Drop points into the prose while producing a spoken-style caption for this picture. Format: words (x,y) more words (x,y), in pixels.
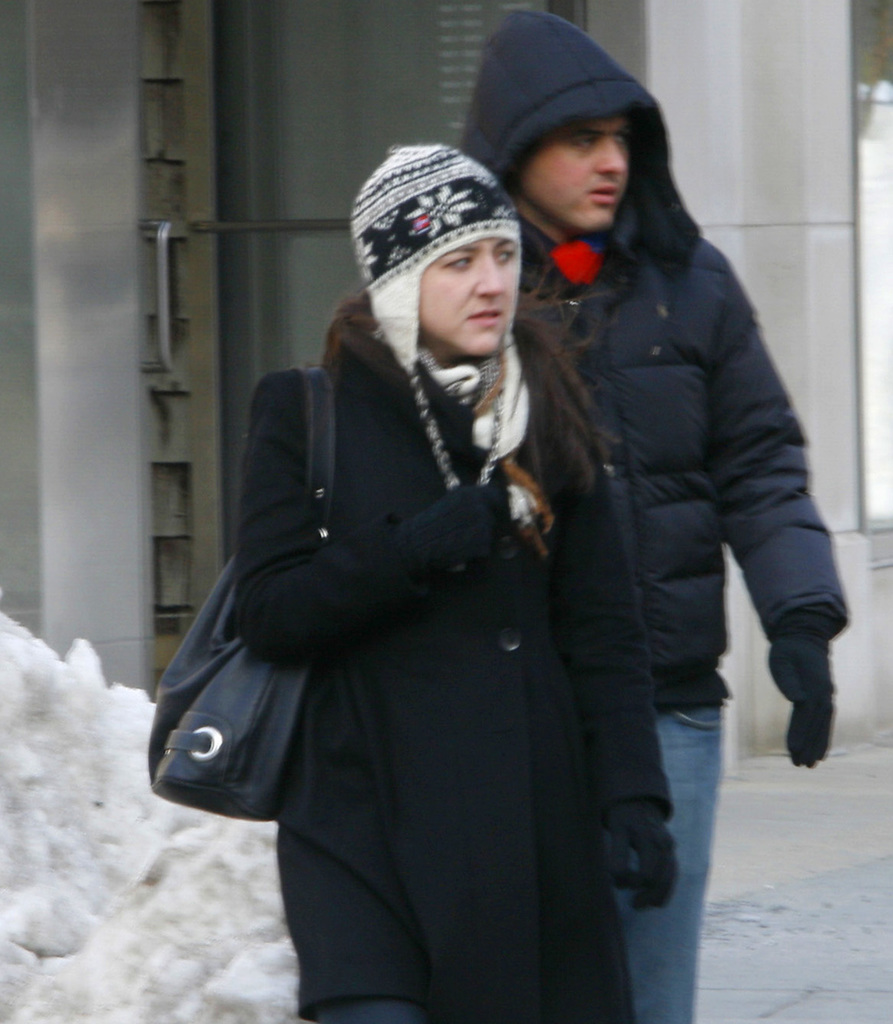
In the center of the image (466,498) we can see two persons (602,516) are standing and wearing jackets (604,624), caps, gloves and a lady (483,701) is carrying a bag (264,699). In the background of the image (169,476) we can see a building (704,101), door (247,112), wall (718,94). In the bottom left corner (126,937) we can see the snow (132,887). At the bottom of the image (745,889) we can see the ground (845,920).
